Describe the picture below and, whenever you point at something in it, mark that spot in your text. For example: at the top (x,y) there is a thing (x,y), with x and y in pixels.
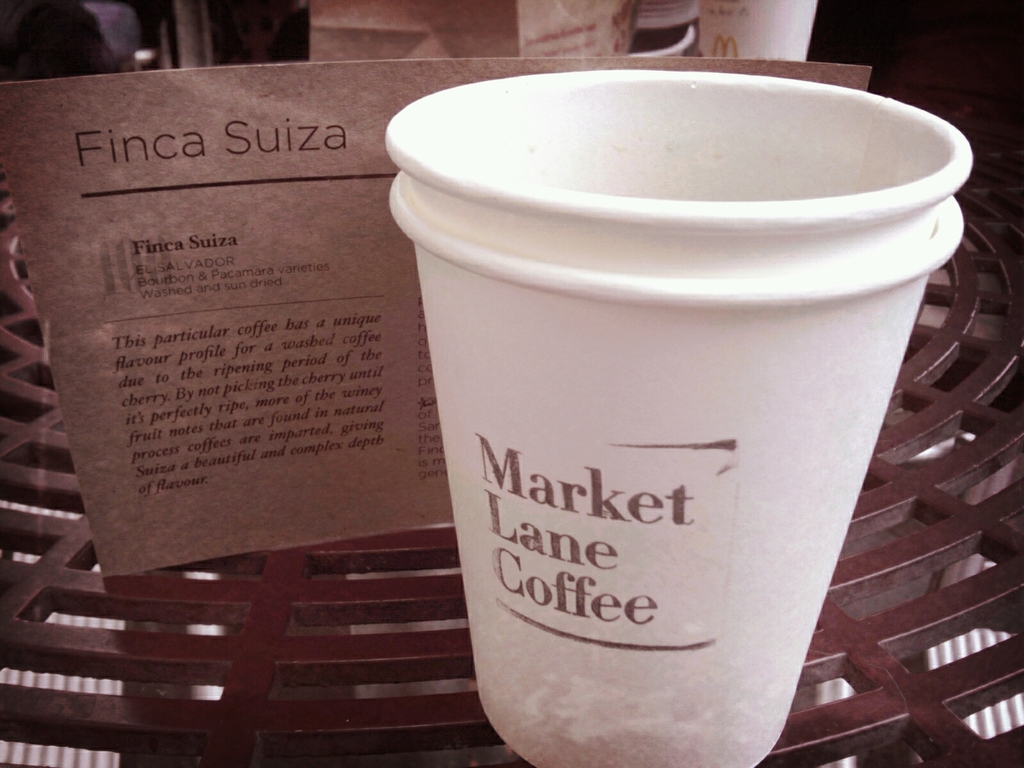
In this image we can see one board (317,343) with text (259,368), one glass (622,202) with text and some objects (767,38) on the table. There is one object (129,31) on the top left side (101,42) corner of the image and the background (999,28) is blurred.
